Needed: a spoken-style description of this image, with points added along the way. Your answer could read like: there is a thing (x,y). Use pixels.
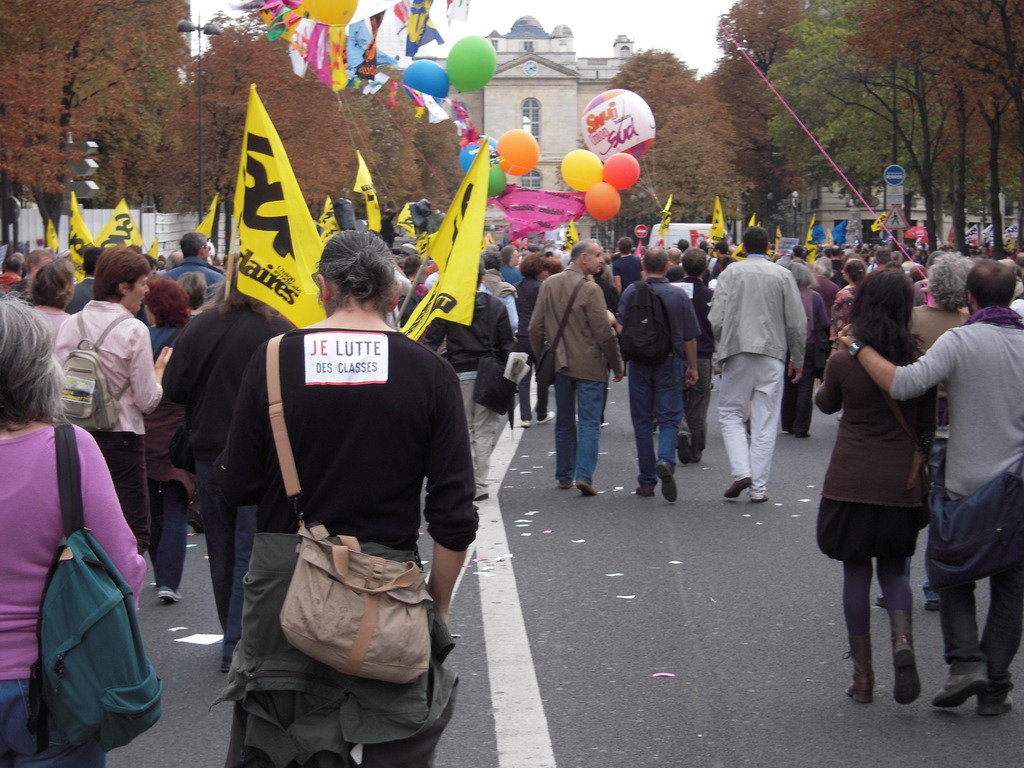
In this image we can see group people (691,303) and holding some flags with some written text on it, we can see some balloons (593,172), near that we can see the trees (958,205), after that we can see a building (538,118) with windows (535,112), at the top (597,55) we can see the sky (578,19).
